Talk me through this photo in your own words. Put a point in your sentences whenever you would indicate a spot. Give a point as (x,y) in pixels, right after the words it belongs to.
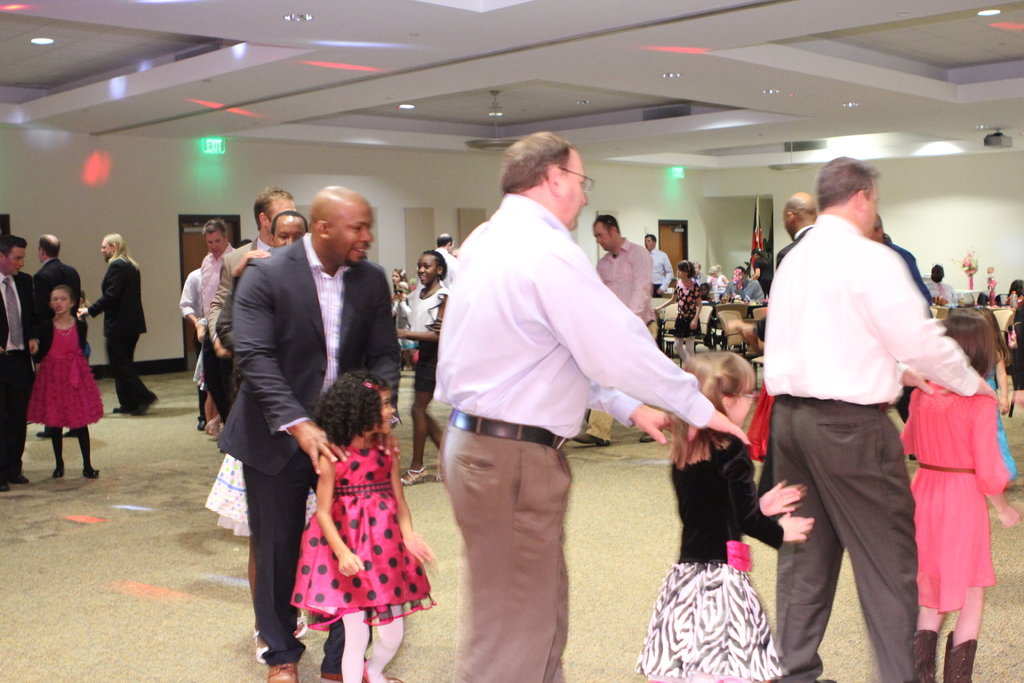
In this picture I can see the man (369,281) and children (721,571) who are playing a game. In the back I can see many people (740,302) who are sitting on the chairs (706,310). On the left (127,306) I can see some people (115,288) who are standing near to the doors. Above the door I can see the exit sign board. At the top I can see the lights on the beams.
